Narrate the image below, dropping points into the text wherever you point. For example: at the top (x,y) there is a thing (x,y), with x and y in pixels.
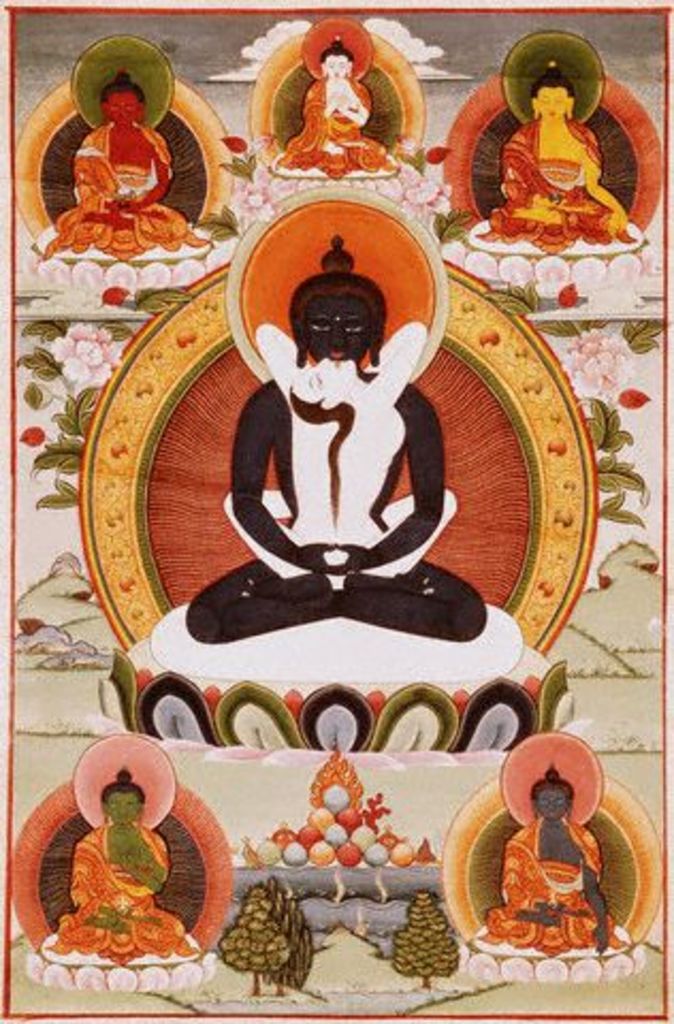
In this image I can see the poster (334,459) in which I can see a person (347,263) who is black in color and a woman (338,403) who is white in color are sitting on a flower (327,719). I can see five other persons (128,780) on the boundaries of the poster (386,118). I can see few trees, few flowers (591,375) and few other objects (329,855).
